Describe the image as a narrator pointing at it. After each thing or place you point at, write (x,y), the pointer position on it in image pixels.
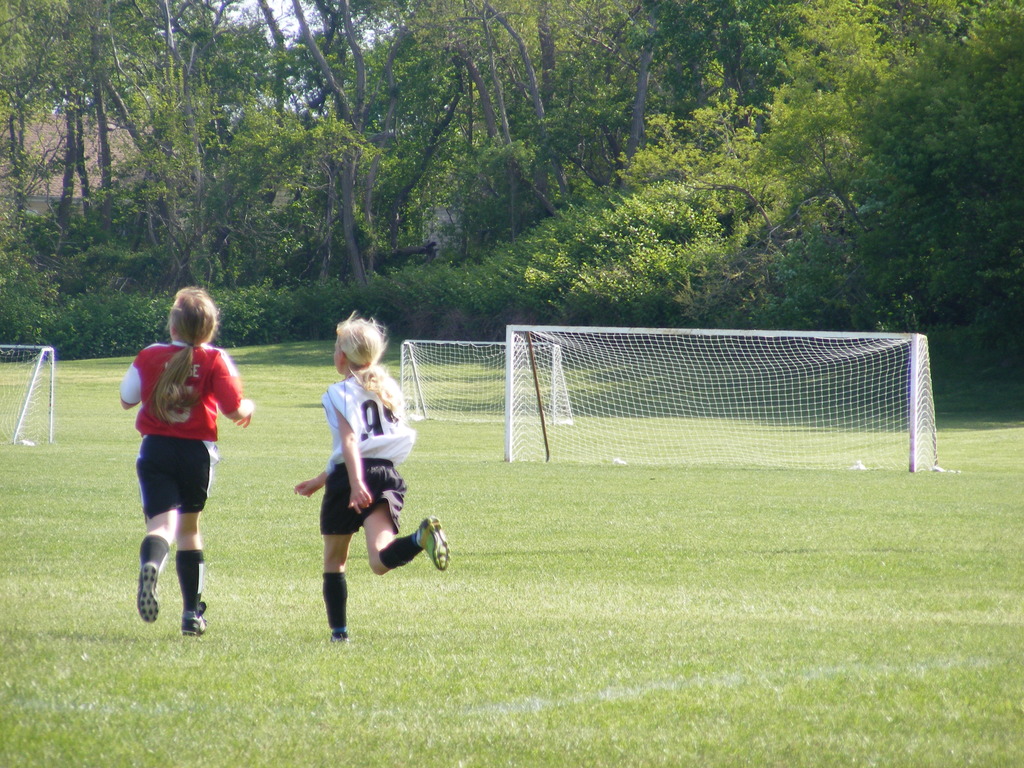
In this image, there are a few people (195,332) wearing T-shirt (344,386) and shorts (332,507). We can see the ground (341,646) with some grass (457,590). We can also see some nets (406,398). We can see some trees (195,137), plants (217,284) and the sky (312,7).
